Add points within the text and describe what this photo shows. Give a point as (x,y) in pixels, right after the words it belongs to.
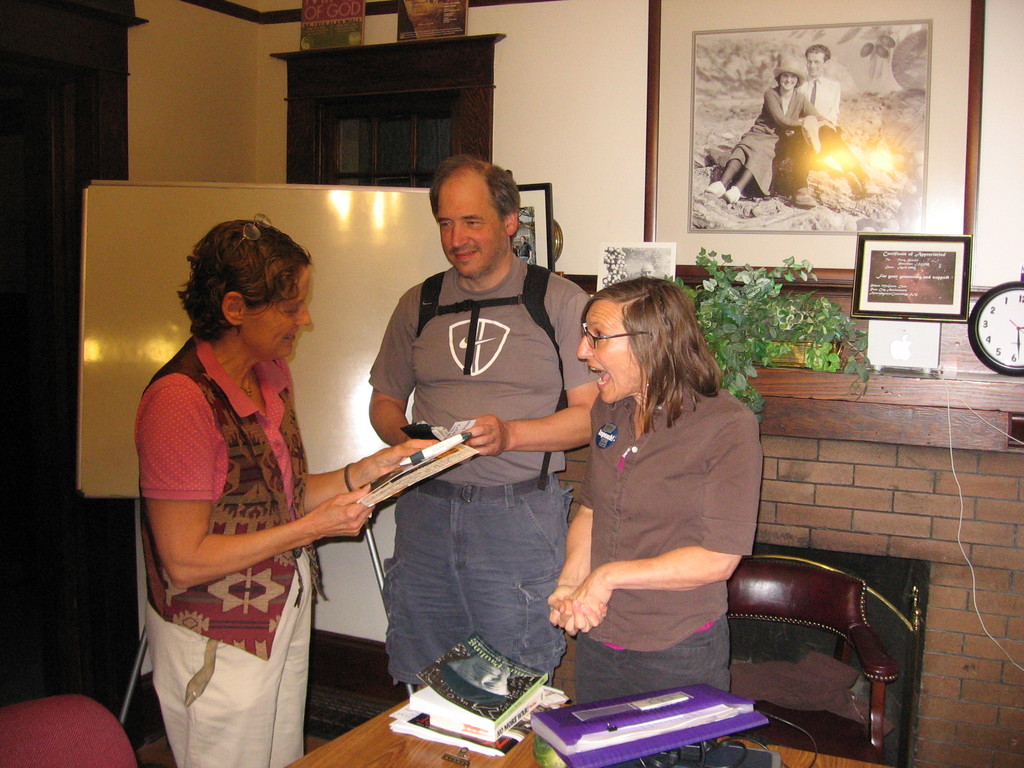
In this image there are three persons (534,536) discussing between them and at the right side of the image (819,58) there is a plant (751,269) and scenery (872,230) attached to the wall (831,240) and at the left side of the image (215,192) there is a board (252,189).
